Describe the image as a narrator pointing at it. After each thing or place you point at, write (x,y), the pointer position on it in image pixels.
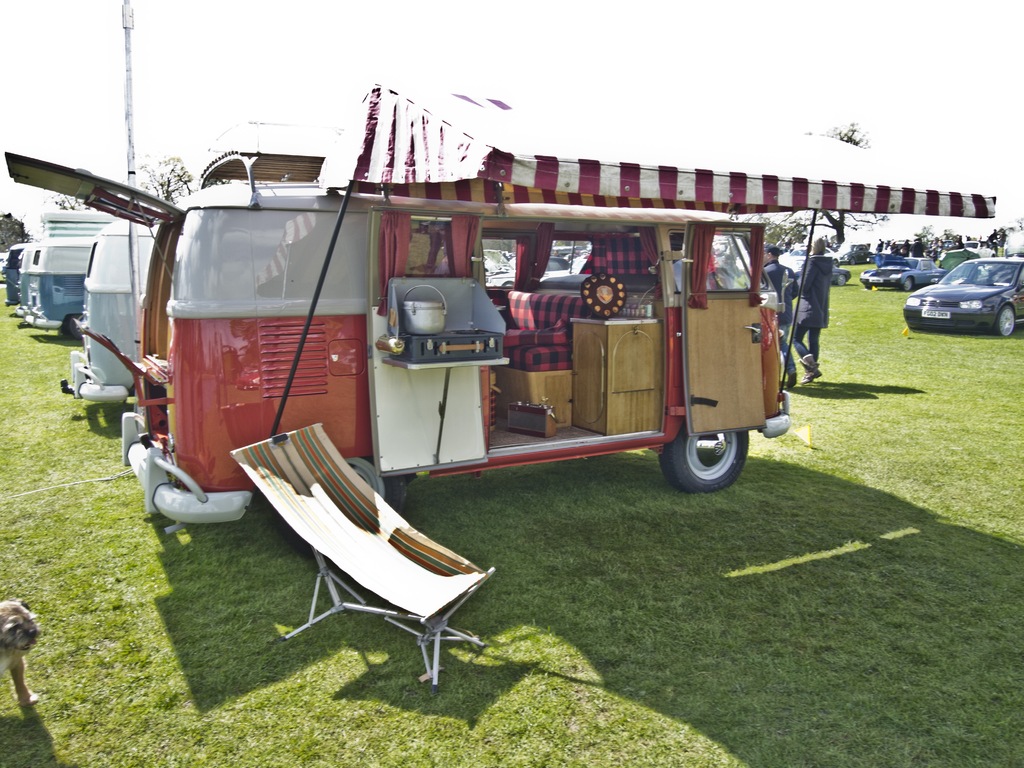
In this image we can see vehicles (523,282) on the grassy land (748,519). In the background (821,224), we can see shelter (878,204), tree (839,223), people (797,287) and a pole (131,143). There is a dog (9,646) in the left bottom of the image (10,626). We can see a chair (441,608) in the foreground (343,608). At the top of the image (196,122), we can see the sky (472,87).
